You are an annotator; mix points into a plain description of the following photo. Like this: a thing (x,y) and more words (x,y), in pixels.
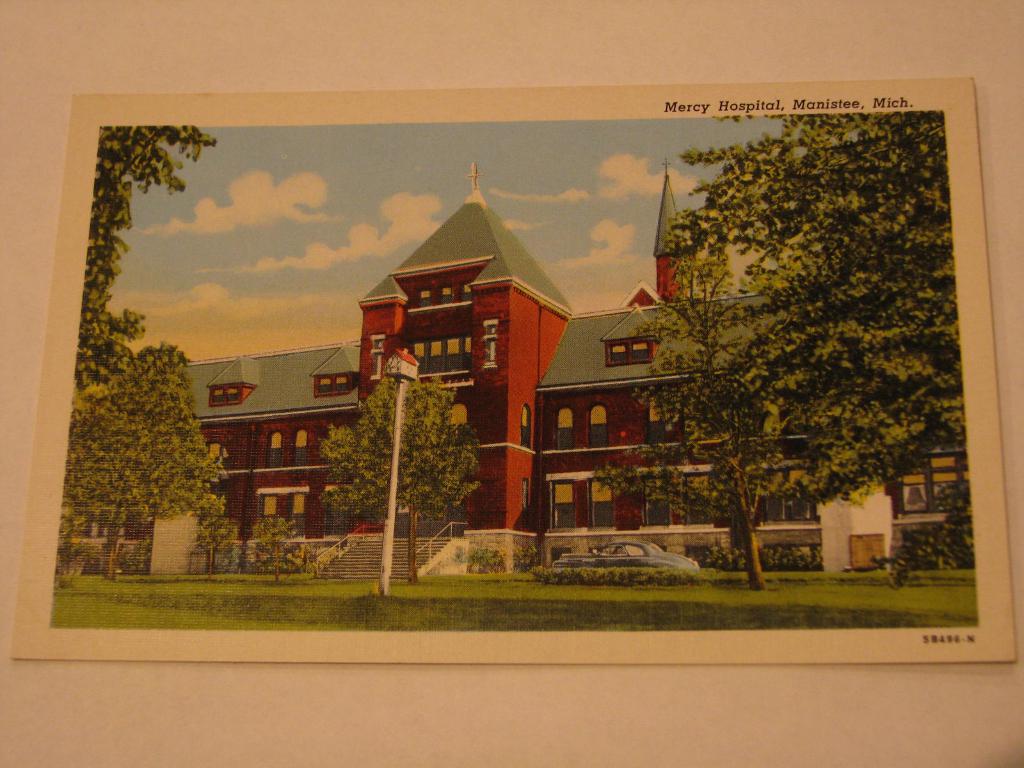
This image consists of the card (561,461). It is pasted on the wall (0,400). In that there is building (528,415) in the middle (543,315). There is sky (497,158) at the top (549,165). There are trees (388,444) in the middle (680,480).
